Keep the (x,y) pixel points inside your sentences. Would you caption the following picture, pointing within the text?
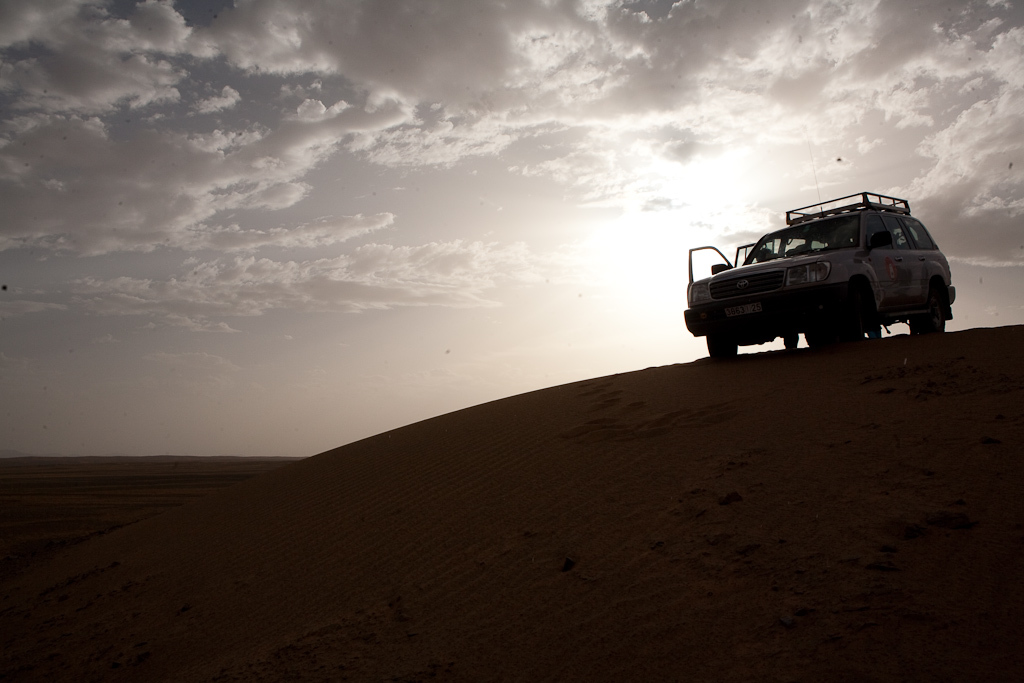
In this image there is a vehicle (785,274) on the land (638,416). Top of image (698,112) there is sky (475,141) with some clouds (435,125).
